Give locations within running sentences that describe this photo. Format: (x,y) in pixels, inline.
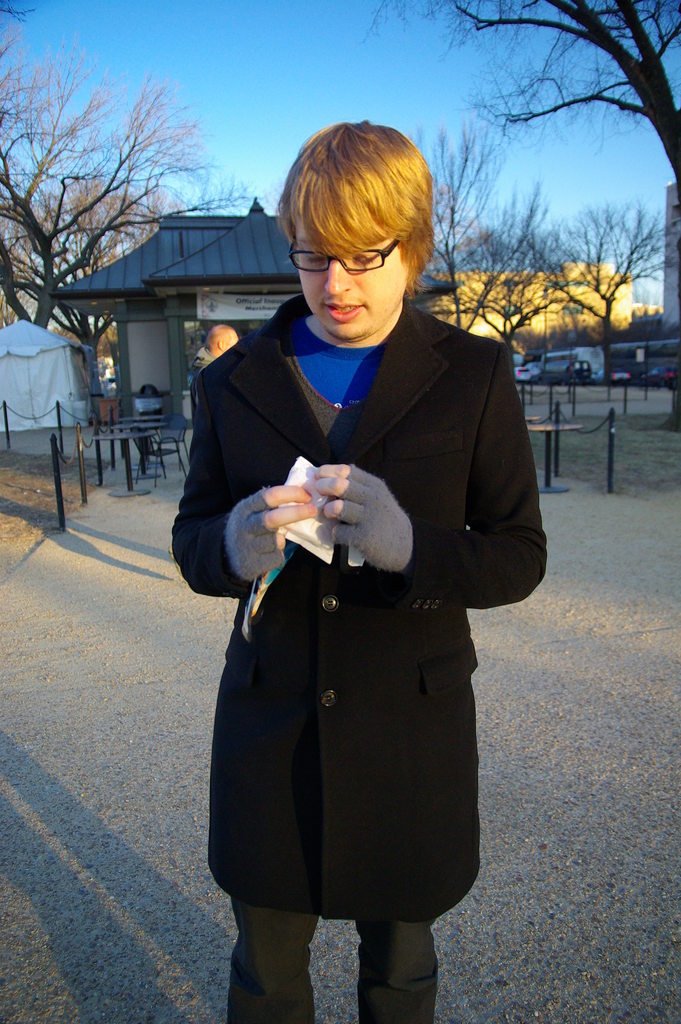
In this image we can see a man (379,619) wearing a black jacket (322,683) and spectacles (368,263) is holding something in his hands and standing here. In the background (97,288), we can see the house (97,288), fence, hut (29,400), trees (602,337) and the blue color sky (130,61).
